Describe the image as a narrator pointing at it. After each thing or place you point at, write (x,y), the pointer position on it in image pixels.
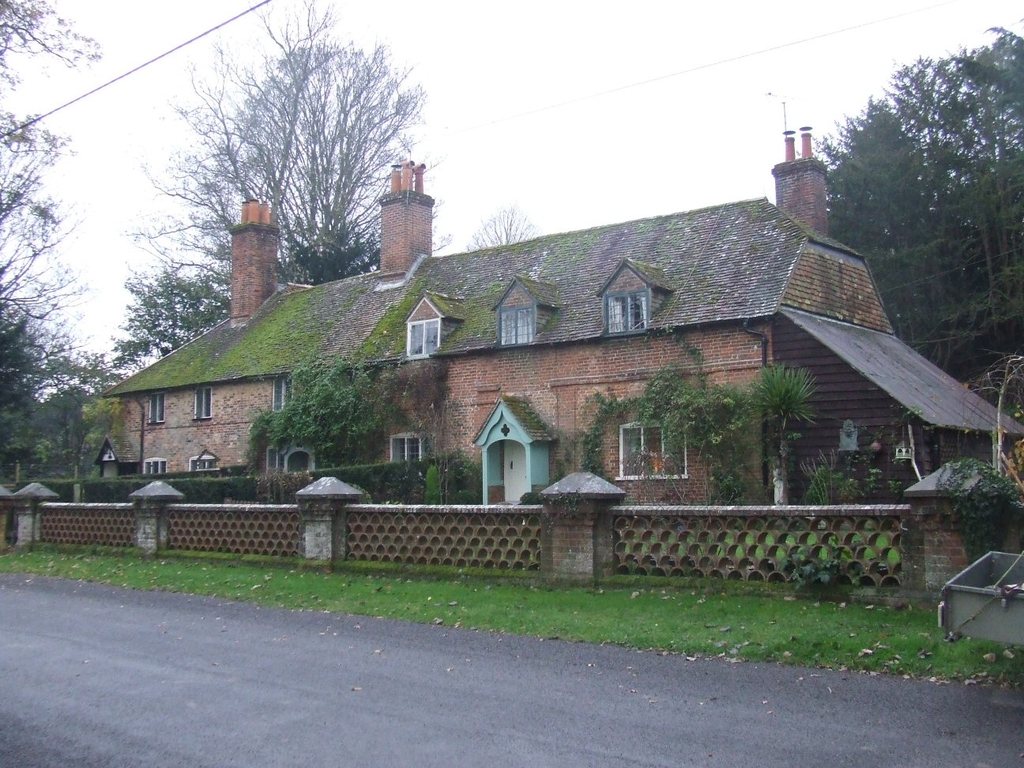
In this picture I can observe a building (599,359) in the middle of the picture (493,403). In front of the building (506,403) I can observe a wall (564,509) and road (186,624). In the background (12,388) there are trees (316,139) and sky (621,106).
